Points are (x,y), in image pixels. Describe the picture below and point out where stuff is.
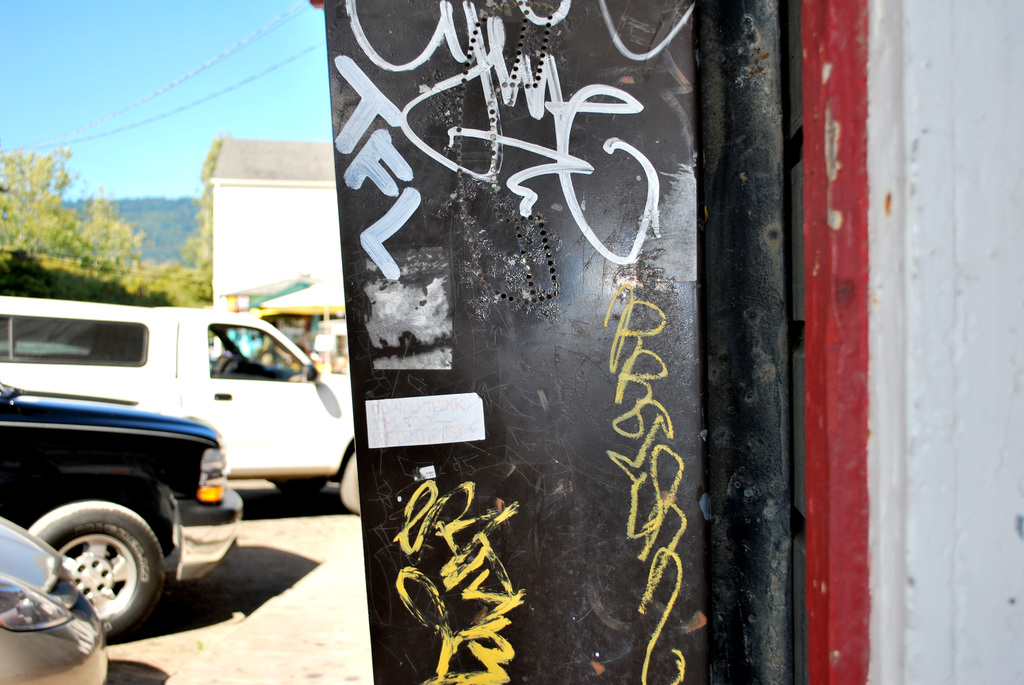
In this picture I can see the vehicles (212,424) on the left side (193,482). I can see trees (68,222). I can see electric wires (173,83). I can see the houses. I can see the metal object (518,345) on the right side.
